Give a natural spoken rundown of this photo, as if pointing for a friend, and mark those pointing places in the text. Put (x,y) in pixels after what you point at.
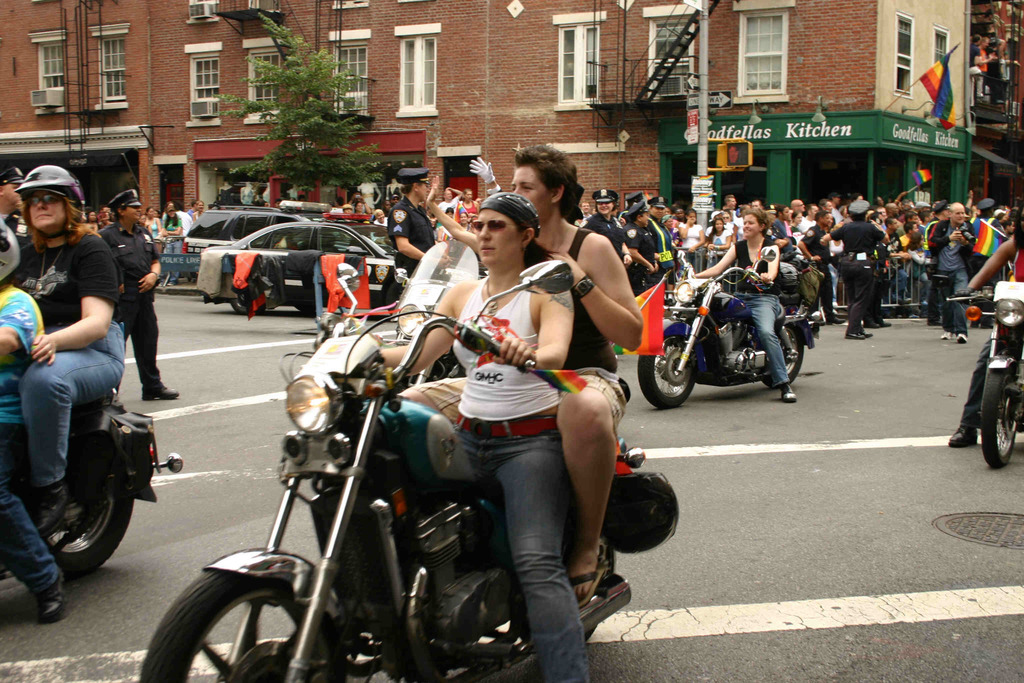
This is a picture taken in the outdoors. It is sunny. A group of people (52,454) riding their bikes (688,324) on a road (704,483). Behind the people (573,285) there are cars (302,229) parked on the road (222,348), trees (286,156) and a building (626,66).
